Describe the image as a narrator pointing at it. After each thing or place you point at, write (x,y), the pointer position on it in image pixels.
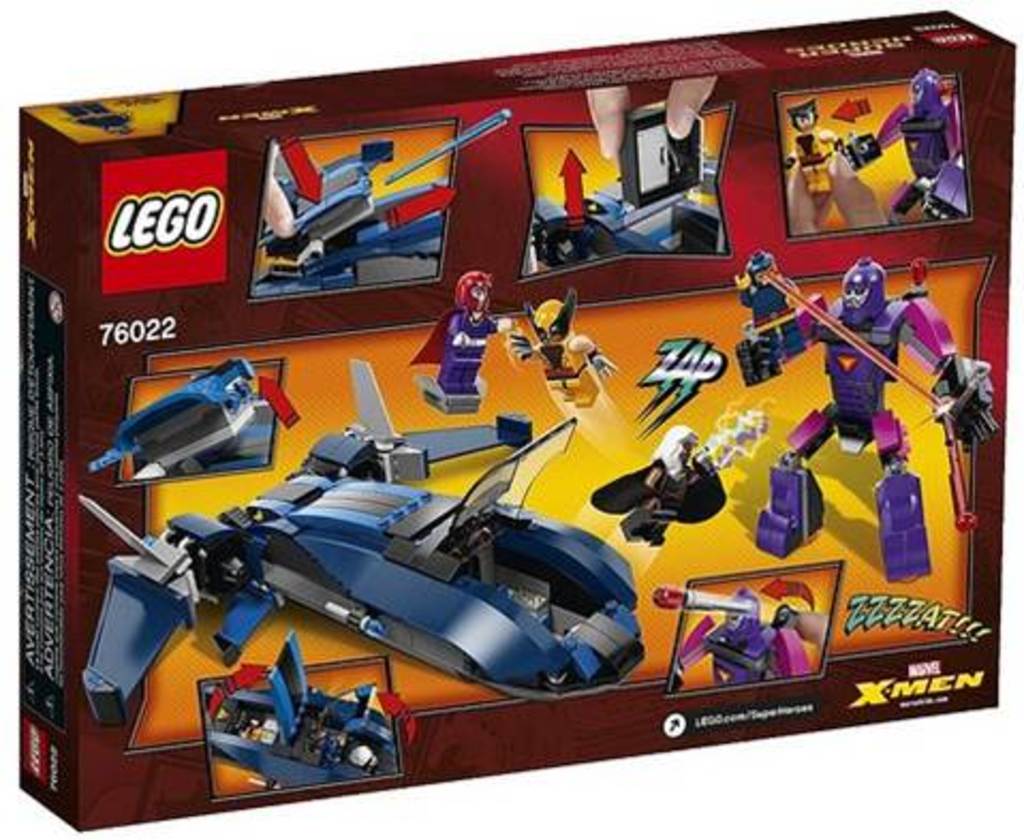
There is a box (424,201). On the box (587,641) something is written. Also there are some robotic toys images (297,515) on the box (652,399).
